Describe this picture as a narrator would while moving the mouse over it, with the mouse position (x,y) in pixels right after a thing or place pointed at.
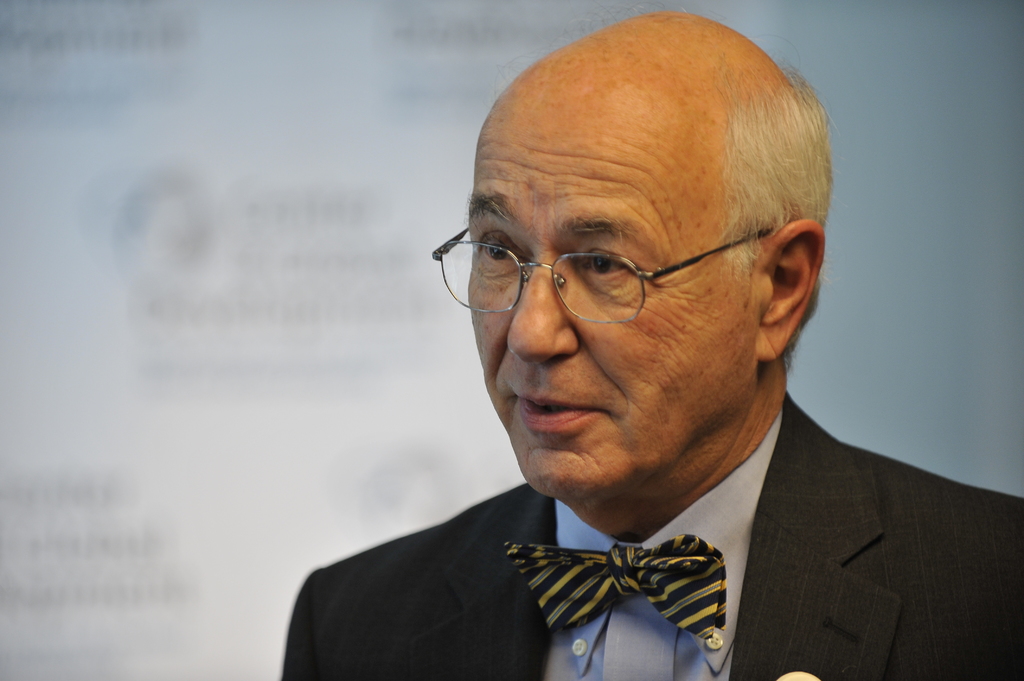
On the right side (927,535), there is a person (891,534) in a suit (538,523), wearing a spectacle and speaking. In the background (406,458), there is a screen (382,69) and a white wall (949,342).
